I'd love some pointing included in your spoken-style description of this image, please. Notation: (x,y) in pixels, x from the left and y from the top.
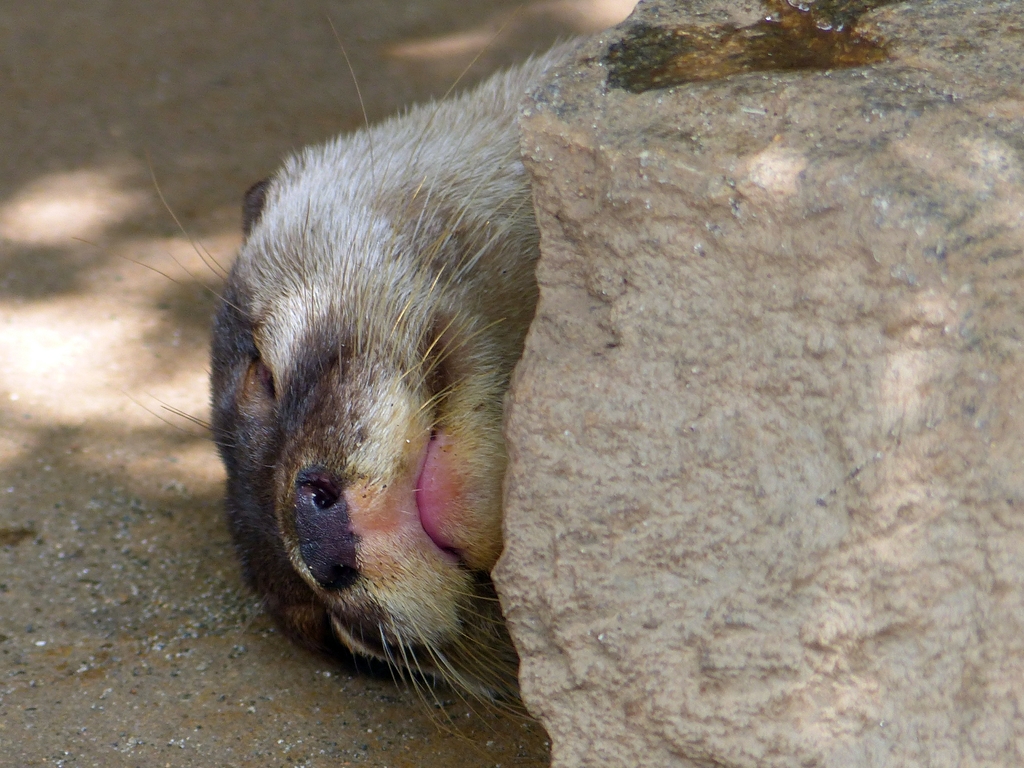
In this image we can see an animal (451,480) on the ground (271,646) beside a rock (648,364).
